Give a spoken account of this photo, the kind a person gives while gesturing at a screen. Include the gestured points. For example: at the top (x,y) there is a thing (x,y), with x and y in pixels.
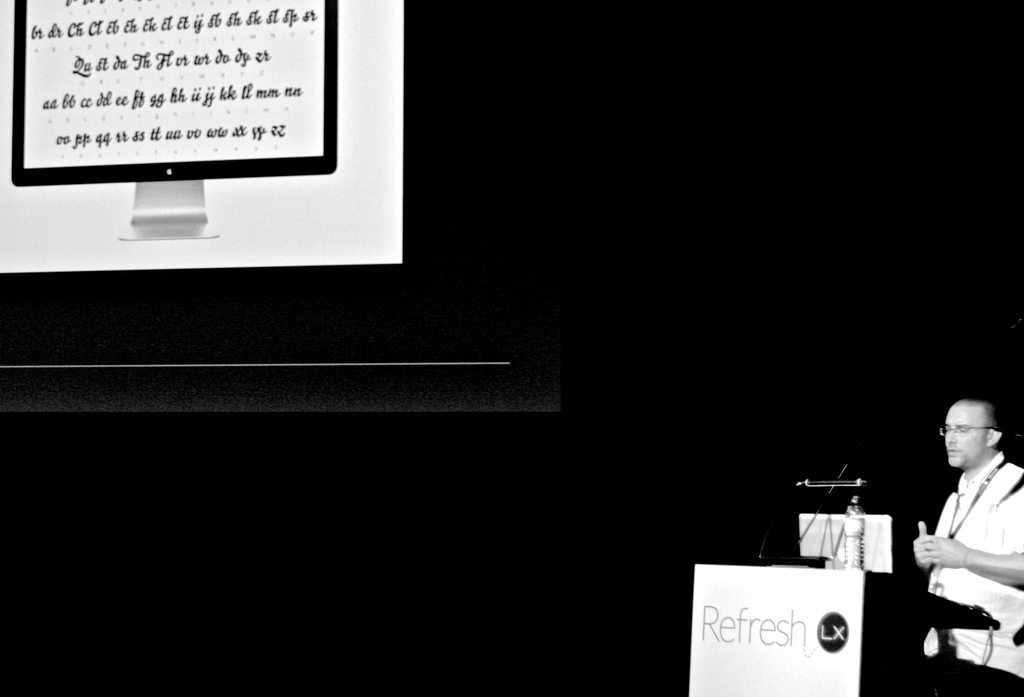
This is a black and white image where we can see a person (1005,551) wearing shirt (1004,540) and identity card (981,492) is standing near the podium (844,640) where laptop (817,566), mic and water bottle (857,536) are placed and he is standing on the right side of the image (1004,636). On the left side of the image (76,243) we can see a projector screen (150,52) on which we can see something is displayed.
